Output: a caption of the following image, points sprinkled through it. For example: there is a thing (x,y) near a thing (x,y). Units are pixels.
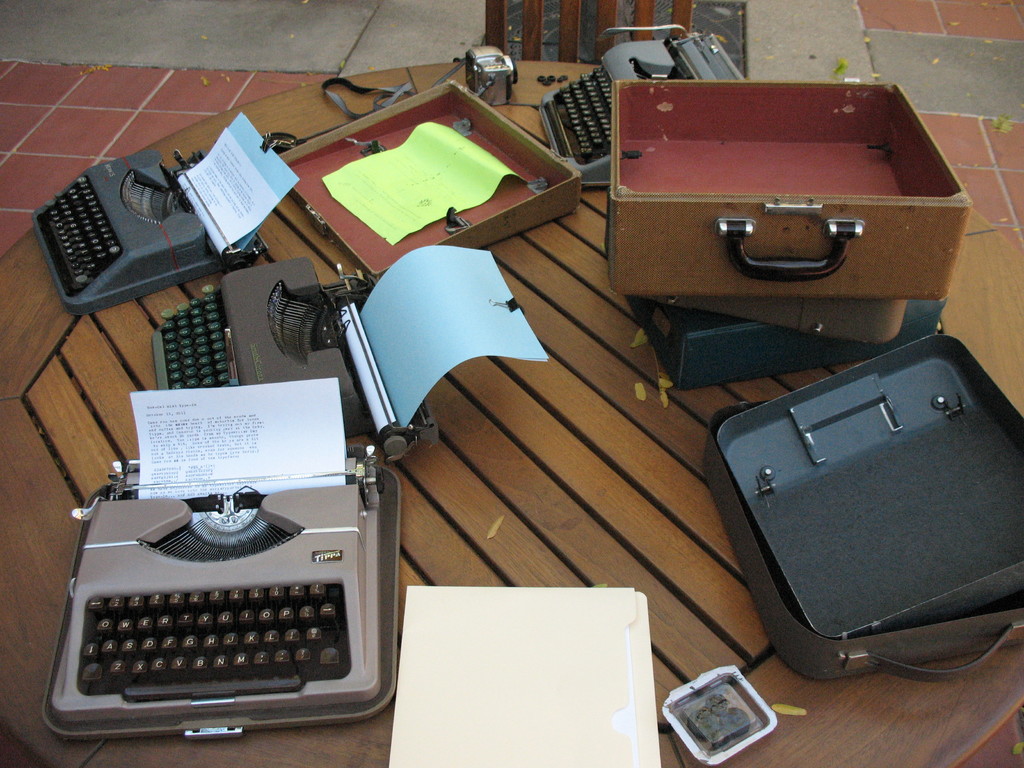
Here we can see wooden table (511,481) with type machines (232,379) on left side (185,258) and papers (458,339). There is a box (525,186) here. There is an another box (831,618) on the right side (911,567). Here we can floor (940,87), chair (527,39). And camera (499,78) we can see here.
